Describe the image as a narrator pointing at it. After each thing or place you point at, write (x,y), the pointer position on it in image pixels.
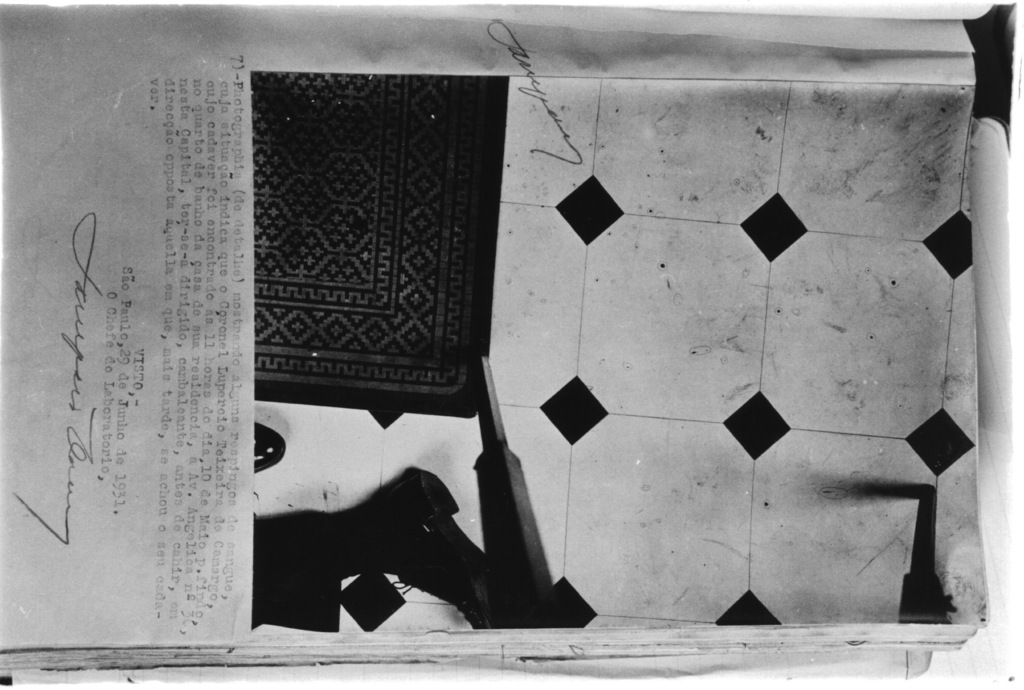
This is a black and white picture. In this picture we can see a book (969,469). On the page (470,581) we can see a carpet (420,221) on the floor (561,246), some objects (334,585) and some text (101,289).
